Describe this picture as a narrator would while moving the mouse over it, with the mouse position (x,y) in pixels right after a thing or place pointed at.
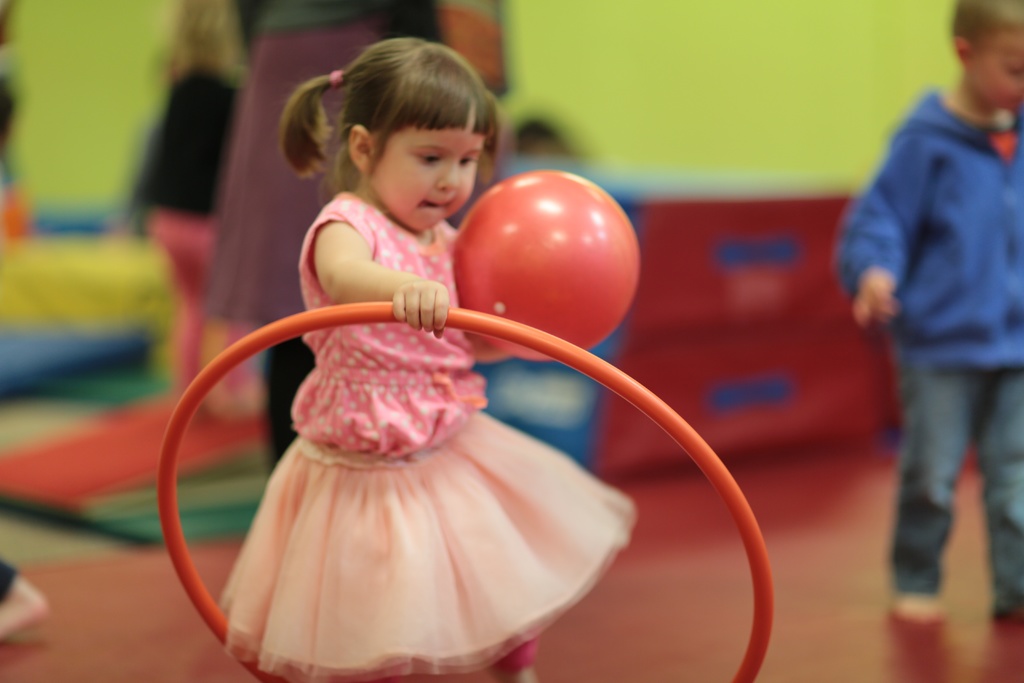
In the image in the center (360,332), we can see one kid (318,342) standing and holding a ball (574,278) and some object (493,332). In the background (734,52) there is a wall (737,36), play area (745,256) and few people (885,304) are standing.
